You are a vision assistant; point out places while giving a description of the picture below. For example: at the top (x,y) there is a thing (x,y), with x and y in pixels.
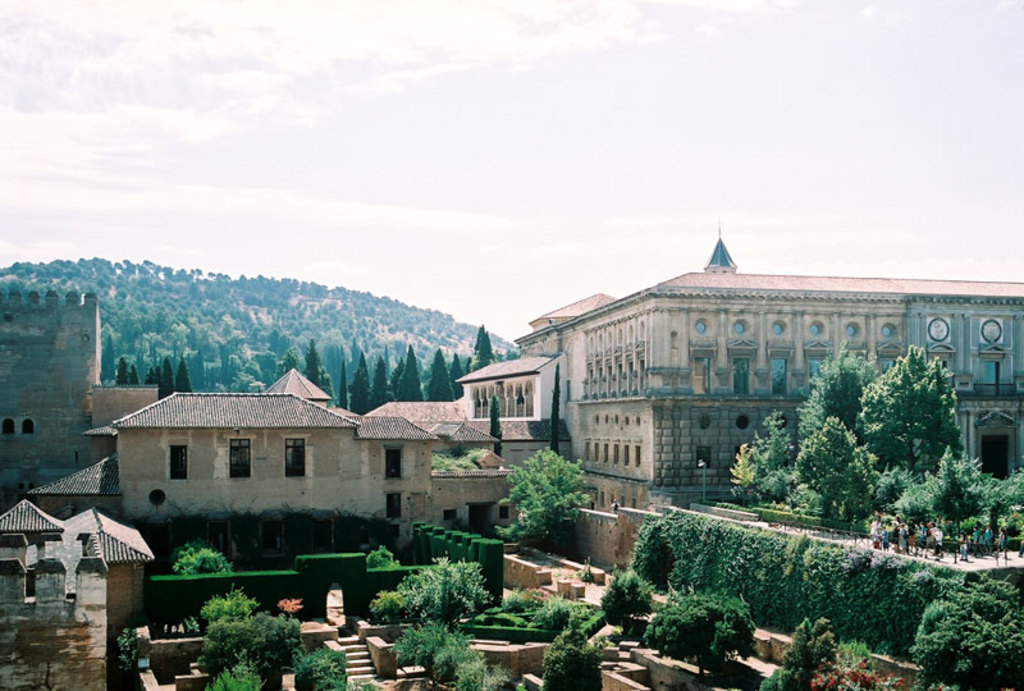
In the image there are buildings (528,416) in the front (786,331) with trees (985,638) on either side of it and in the back (258,301) there are hills (347,309) covered with trees (414,369) and above its sky (515,126) with clouds (315,96).
